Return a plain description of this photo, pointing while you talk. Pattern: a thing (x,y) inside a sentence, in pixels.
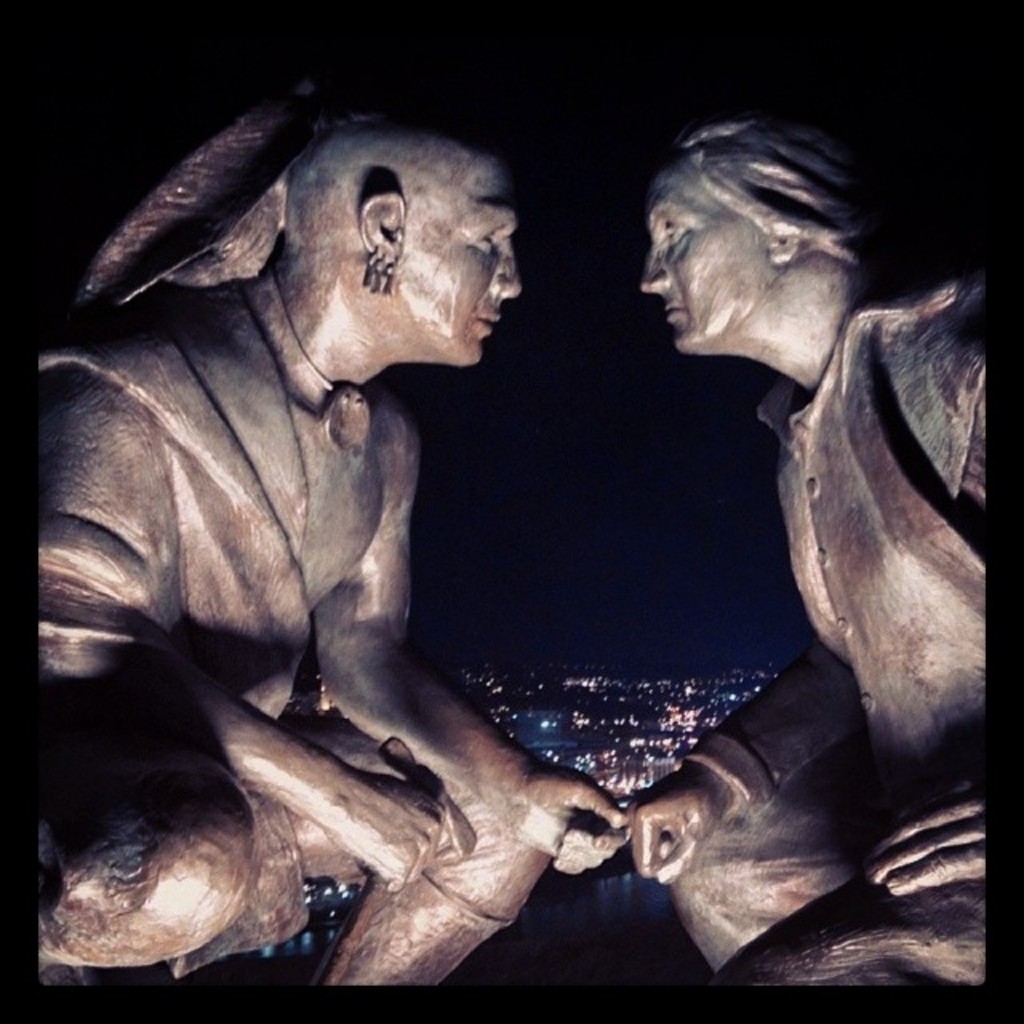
In this image I can see two sculptures (781,779) in the front (788,698). In the background (636,695) I can see number of lights (620,751) and I can see this image is little bit in dark.
